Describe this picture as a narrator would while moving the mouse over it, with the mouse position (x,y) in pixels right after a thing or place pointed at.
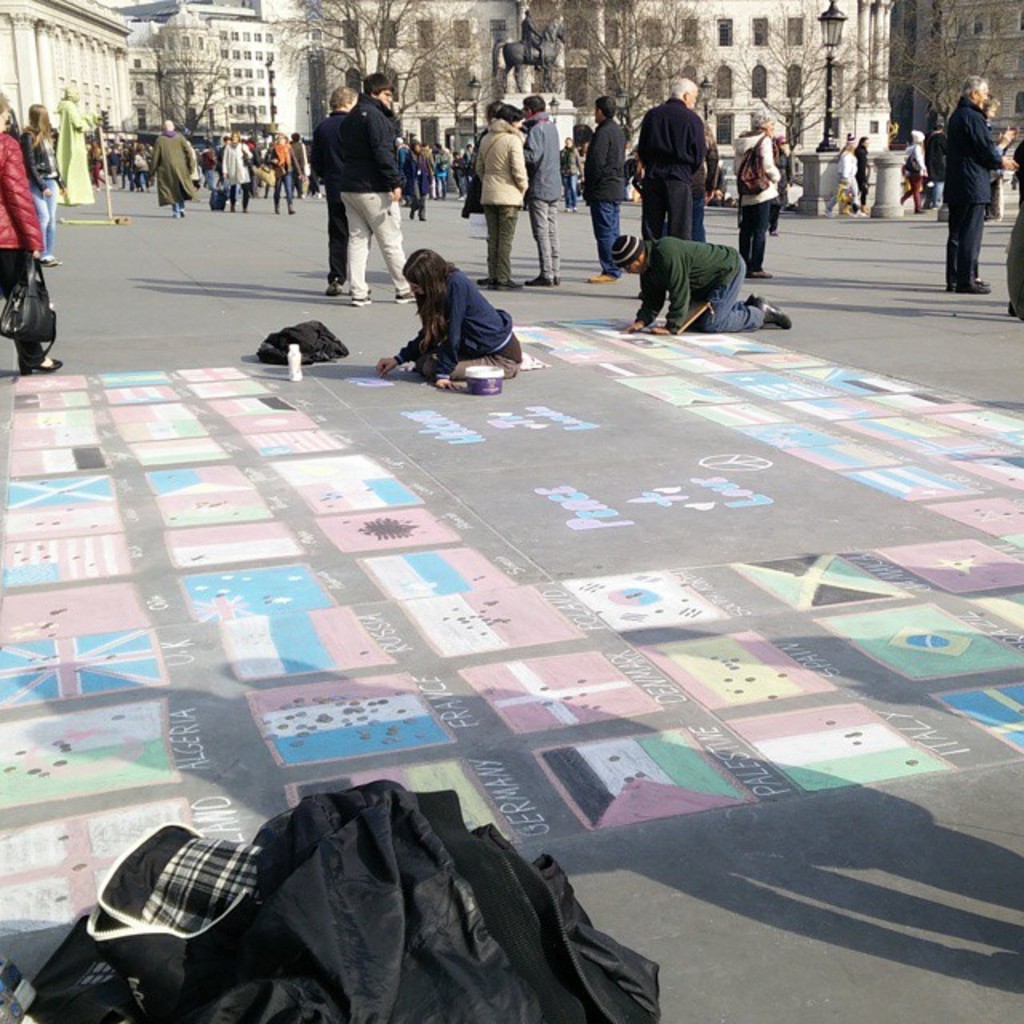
In this picture we can see a bottle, bowl (498,385), clothes (297,332), some people (480,297), bag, drawing (230,497) of flags (618,785) and some text (390,635) on the road (741,511). In the background (77,150) we can see a group of people (645,207), statue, light pole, stones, trees (775,110) and buildings (244,60) with windows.
